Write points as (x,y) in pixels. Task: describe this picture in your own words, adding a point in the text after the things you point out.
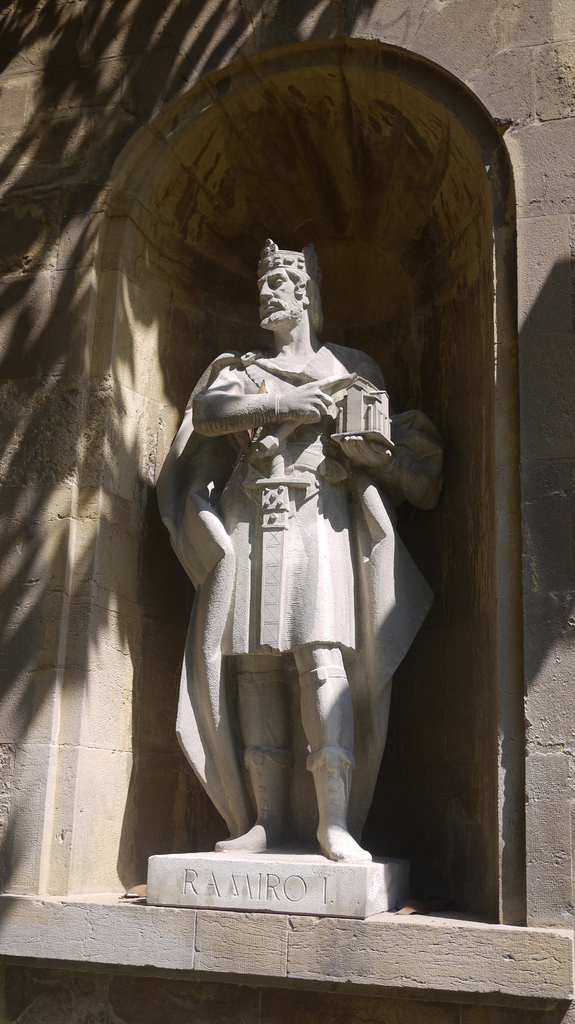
Here in this picture we can see a statue (313,303) of a person (275,301) present in a wall (19,854) over there and on that we can see shadows (189,66) of trees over there.
